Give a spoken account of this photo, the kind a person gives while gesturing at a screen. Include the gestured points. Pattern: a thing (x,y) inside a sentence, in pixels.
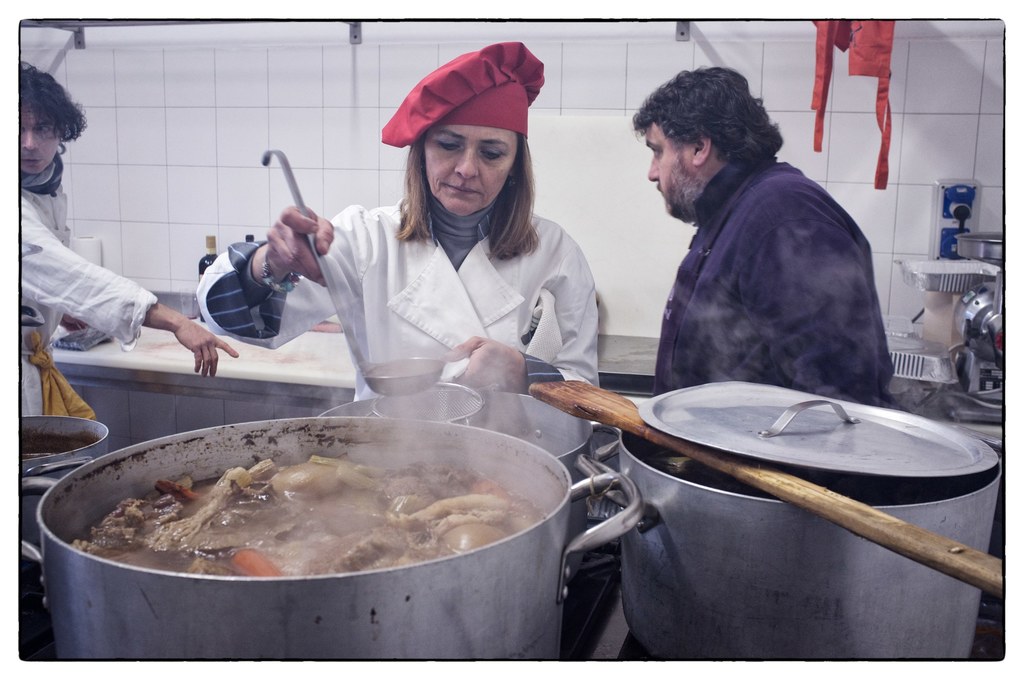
In this image we can see three persons (448,242) standing. One woman (243,337) is wearing a white dress (484,262) and a red cap (535,76) is holding a spoon (419,380) in her hand (313,228) and a bowl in other hand (481,384). In the foreground (387,597) we can see three vessels (44,450) containing food (305,556). To the right side (812,489), we can see a wooden spoon (850,503) placed on a pot (962,476). In the background (968,275), we can see some trays (960,265), placed on the countertop (286,353) along with some bottles (214,268).
